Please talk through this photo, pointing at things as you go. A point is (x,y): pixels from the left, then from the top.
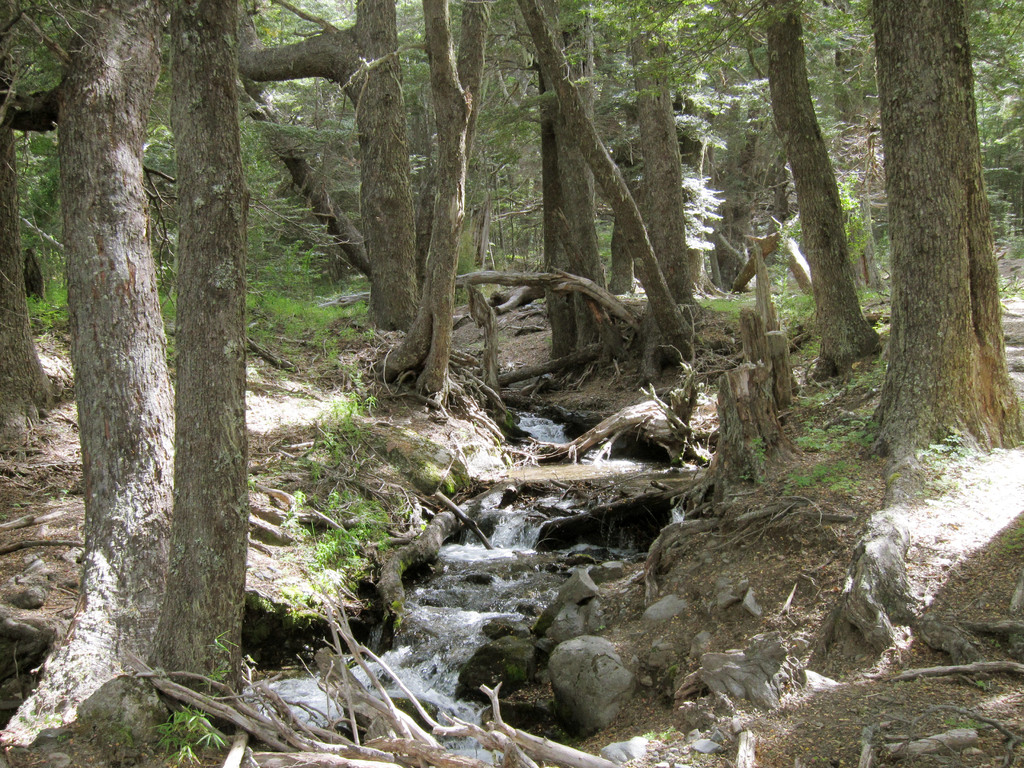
In this image there is a water flow (500,580), on the either side of the water (422,612) there are trees (225,314).
